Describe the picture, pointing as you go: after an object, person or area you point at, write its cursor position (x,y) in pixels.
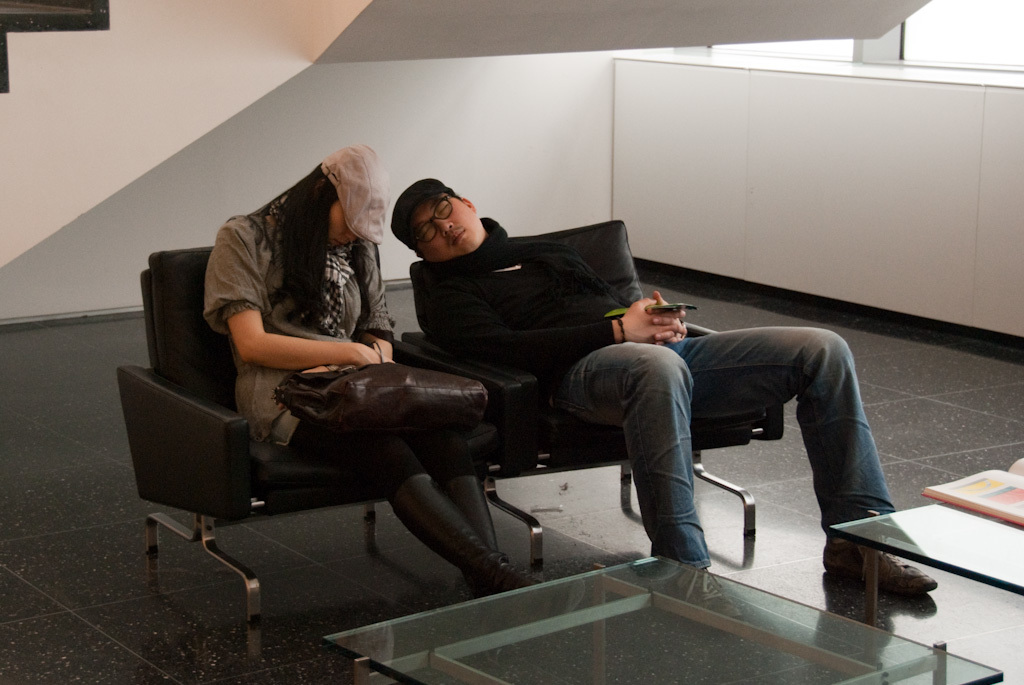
This image is clicked under the stairs (103,136). There are two chairs (513,423) in the middle of the image (533,440). two people (516,351) are sitting in that chairs (744,511). Both of them are sleeping. On the left side (248,285) there is woman (397,441) and right side (730,365) there is a man (632,381). Man (633,356) is wearing black shirt (547,297) and blue jeans (662,396) he is also holding phone (675,308) in his hand (645,326). Woman (347,314) is having a bag (382,413) on her lap (362,456). she is also wearing hat (359,216). There are stairs (366,27) above them on the left side of corner. There is a table (384,649) placed in front of them which is in the middle of the room (567,563) bottom side and on the other table (947,536) there is a book (984,485) placed which is on the right side (971,496) bottom corner.
